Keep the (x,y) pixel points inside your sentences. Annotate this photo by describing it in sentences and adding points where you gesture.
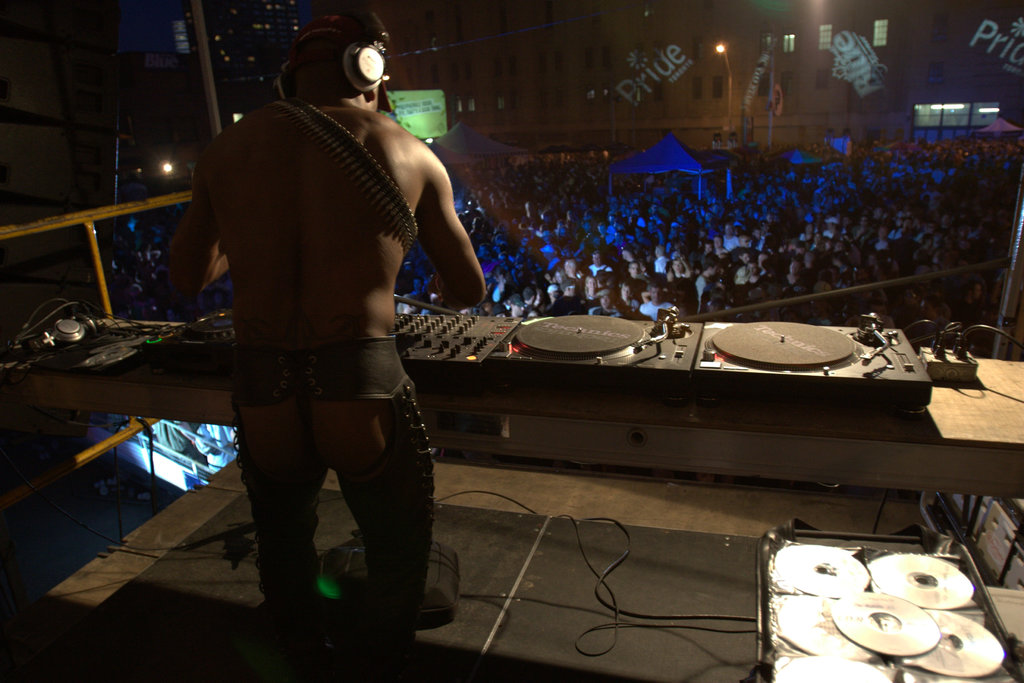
In this image there is a person (362,249) standing. Before him there is a table (967,405) having electrical devices (183,359) and headset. Right bottom there is a table (777,599) having compact discs (858,602). There are people (704,283) on the floor (754,217) having tents (441,148). Background (680,30) there are buildings (505,119). Right side (717,48) there is a street light (732,88).
